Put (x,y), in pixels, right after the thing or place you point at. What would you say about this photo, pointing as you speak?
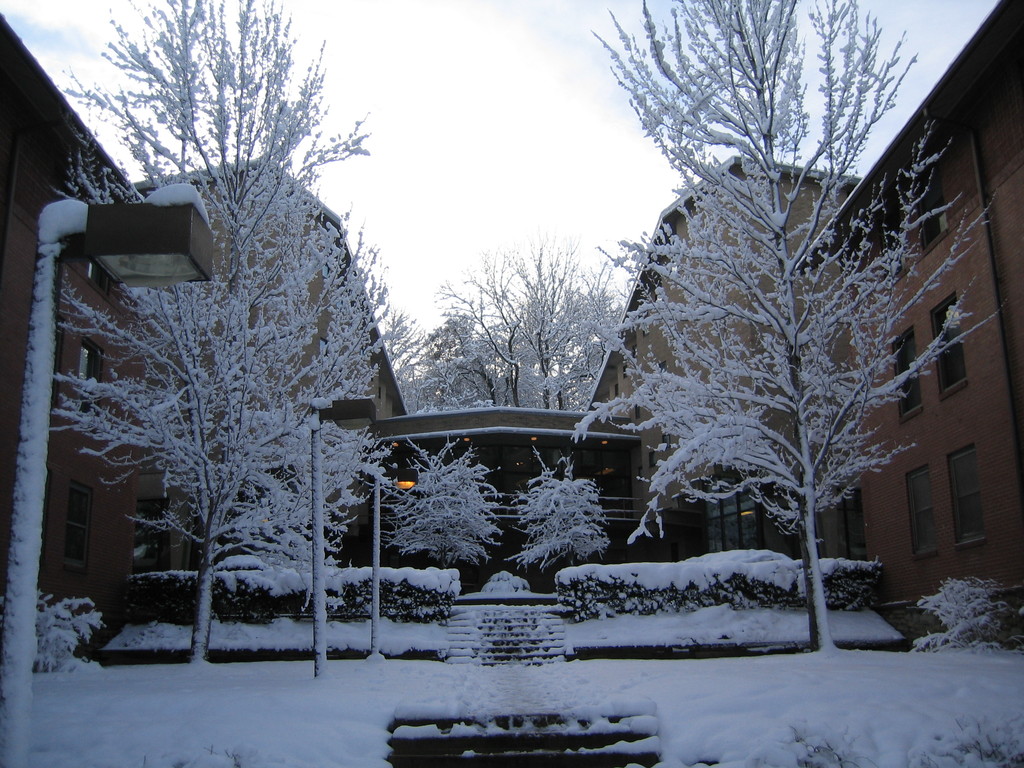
In the background (512,149) we can see sky (387,157). At the right (967,249) and left side of the picture (61,496) we can see buildings (969,449) with windows (968,463). Here we can see trees (204,455) with snow (693,407).
